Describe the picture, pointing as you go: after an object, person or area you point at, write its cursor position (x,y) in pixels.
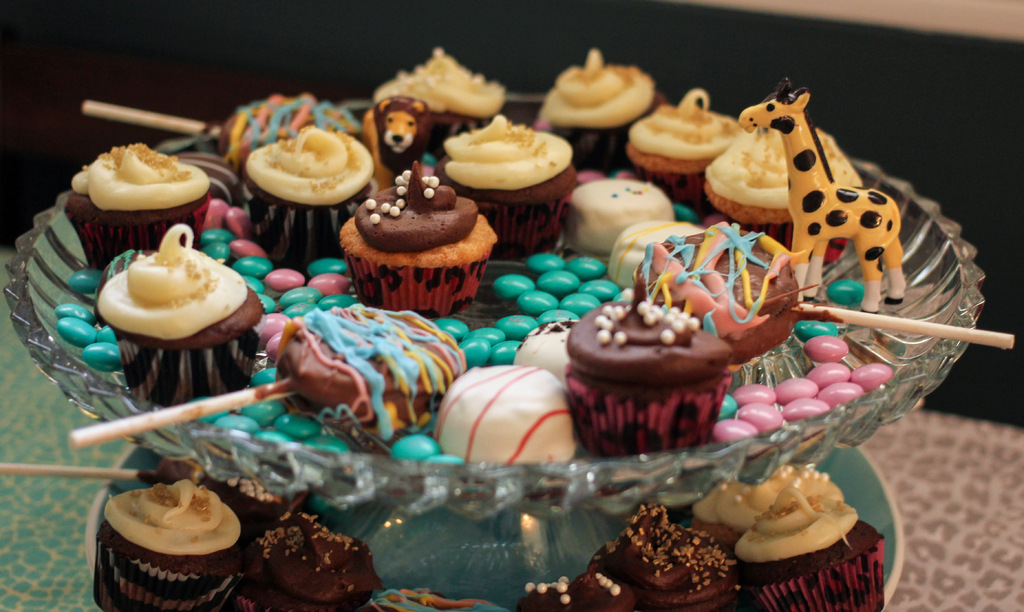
In this there are cupcakes (610,352), gems (503,346), lollipops (379,345) in a bowl (581,464) and this bowl (471,463) is placed on the table (7,545).
